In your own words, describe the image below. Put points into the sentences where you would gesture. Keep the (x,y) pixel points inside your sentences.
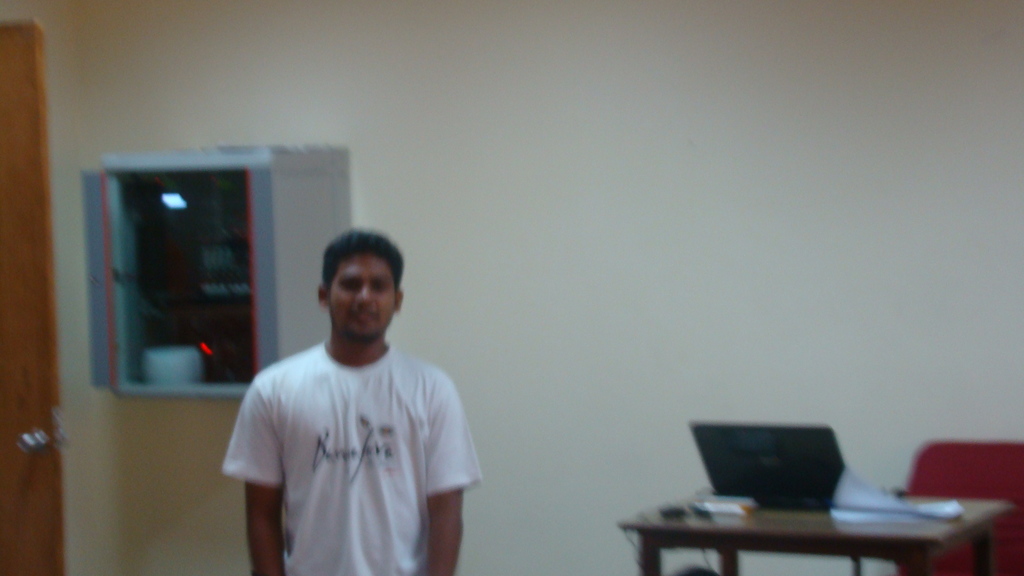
As we can see in the image there is a white color wall (512,242), a man (363,280) standing over here. On the right side (887,524) there is a table (869,529) and chair (969,466) and on table (803,529) there is a laptop (804,488).
